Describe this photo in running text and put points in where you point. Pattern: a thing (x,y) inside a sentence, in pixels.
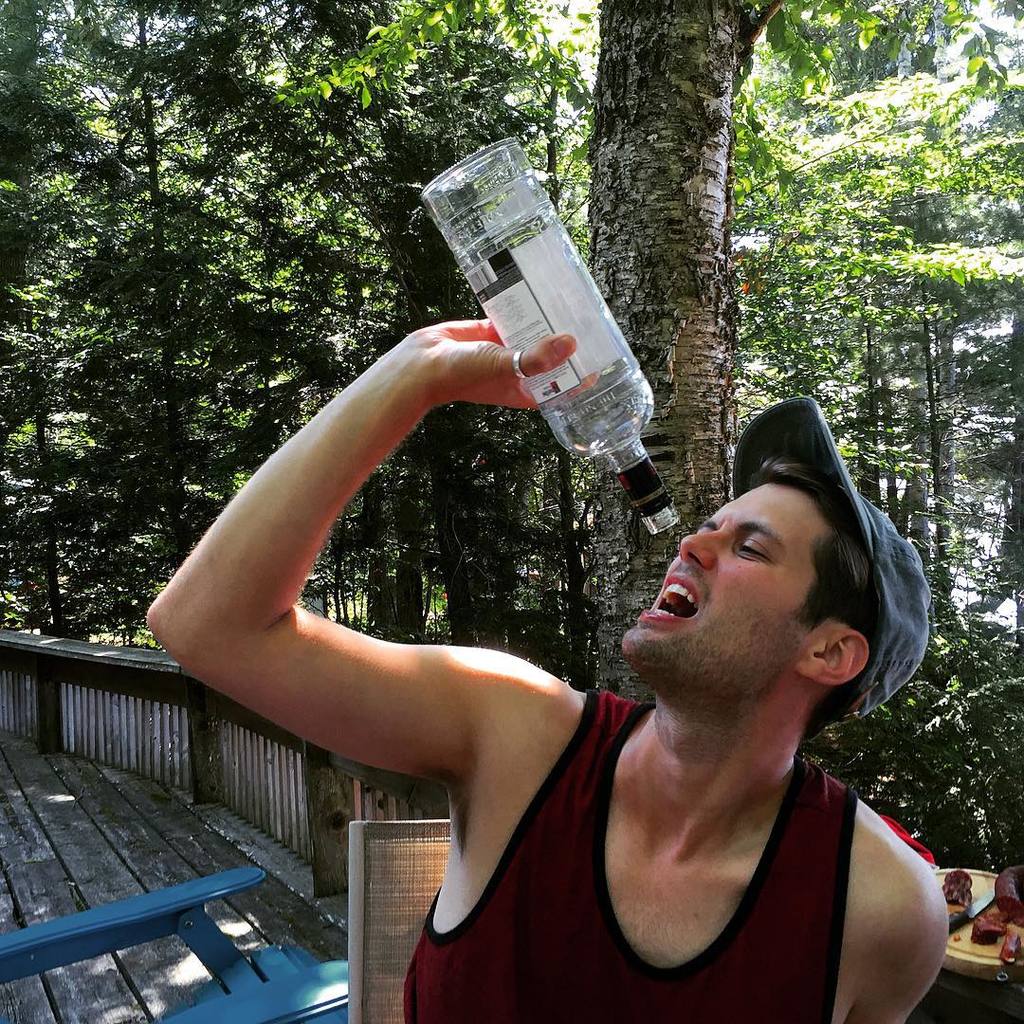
In this image i can see man (723,865) holding a bottle (582,406), at the background (633,272) there is a tree (638,253) and a sky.
